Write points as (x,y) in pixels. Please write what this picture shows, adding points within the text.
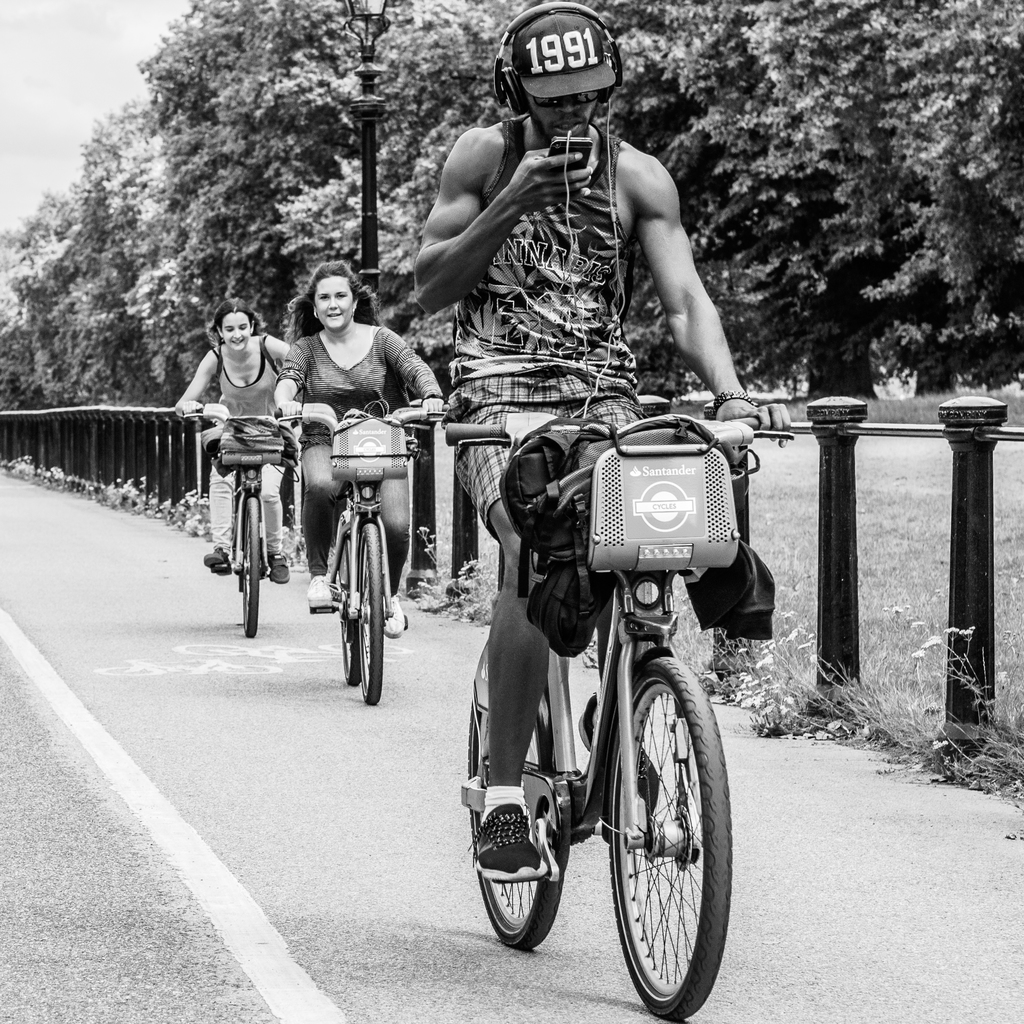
As we can see in the image there are trees (266,150) and three people (432,396) riding bicycles (379,666) on road (141,759).
